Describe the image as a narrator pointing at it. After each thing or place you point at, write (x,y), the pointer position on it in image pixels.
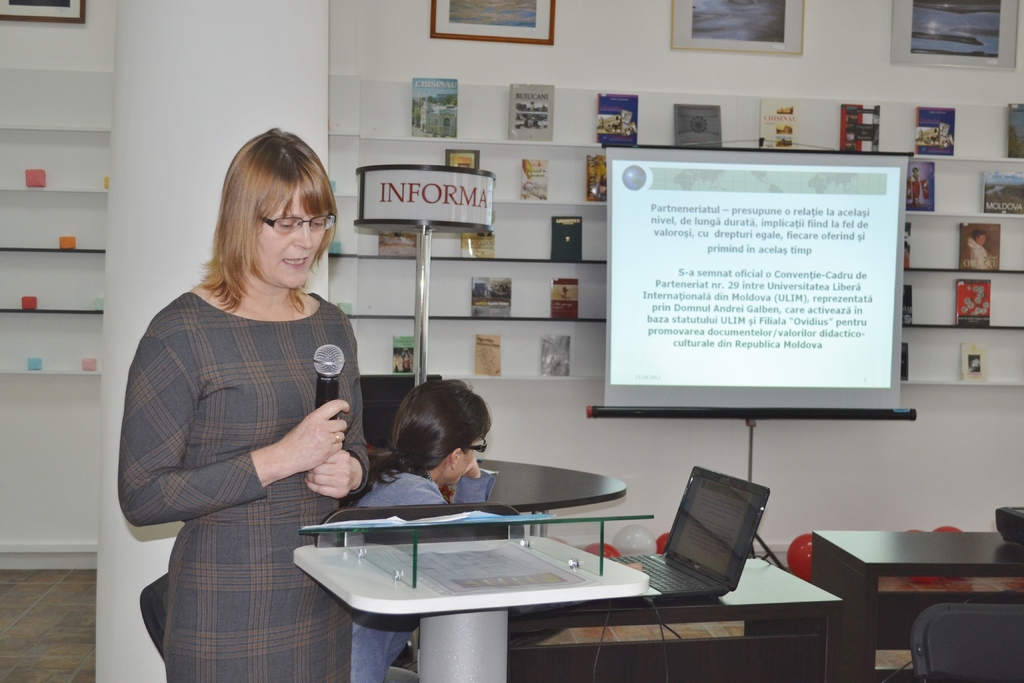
In this picture a lady (289,253) is holding a mic (326,351) in her hand (330,426) and talking, she is also looking at the paper (416,521) which is placed on top of the table (459,605). In the background (456,449) we observe a lady (448,470) operating a laptop (650,559) and there is a LCD screen (626,256) on top of which information is displayed. In the background (552,155) there are books (1004,193) kept in a white shelf (1010,346), there are also photographs (931,20) attached to the wall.
